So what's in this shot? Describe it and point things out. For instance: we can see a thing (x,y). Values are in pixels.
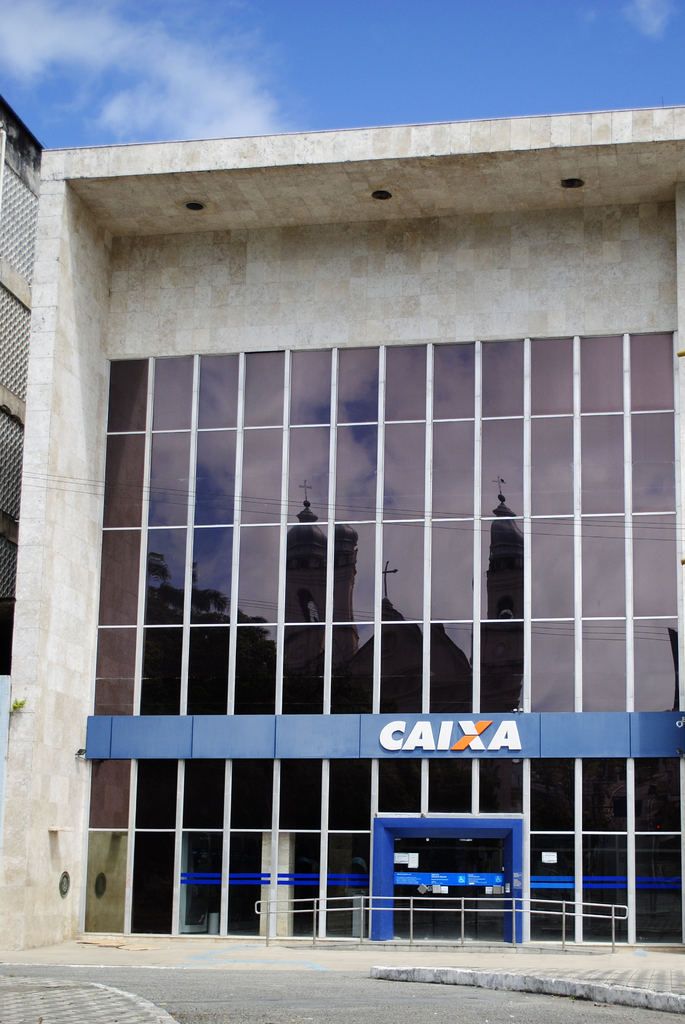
In this image we can see a building (333,608), railing (269,930), name board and sky (253,80) with clouds (208,88).
